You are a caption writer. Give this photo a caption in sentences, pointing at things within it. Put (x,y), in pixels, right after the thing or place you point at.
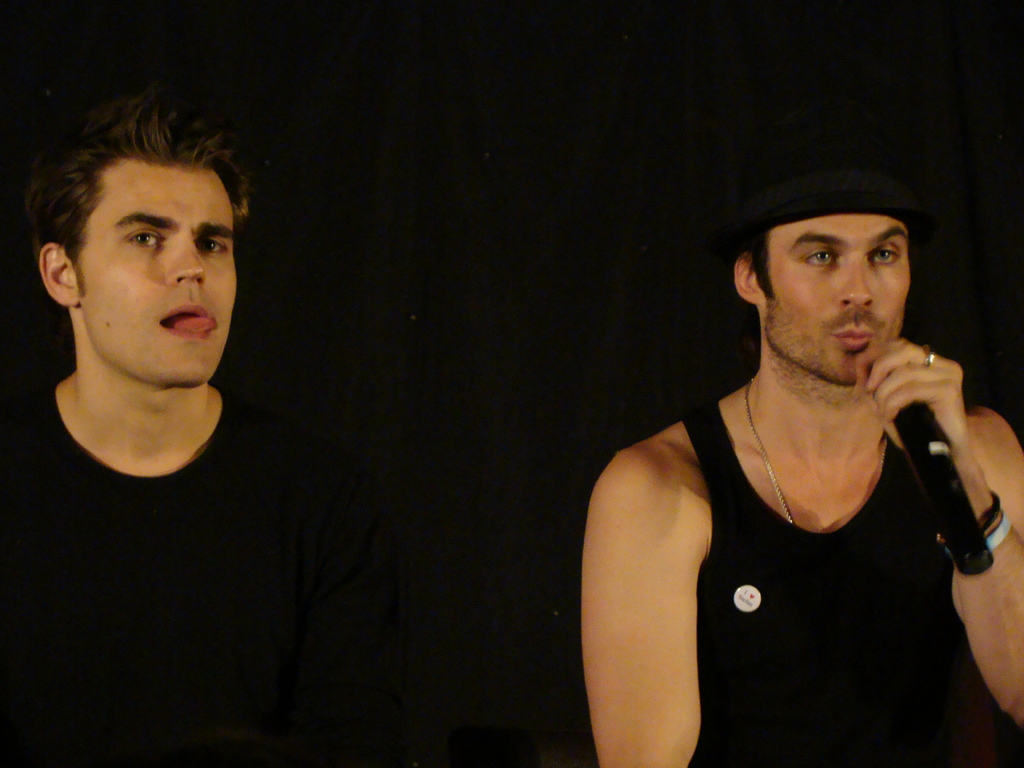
Background (561,207) is very dark. We can see a man (719,422) holding a mike (926,471) in his hand (891,400) and singing. At the left side of the picture (134,187) we can see one man (91,404), he kept his tongue (205,330) out of the mouth (199,322).
